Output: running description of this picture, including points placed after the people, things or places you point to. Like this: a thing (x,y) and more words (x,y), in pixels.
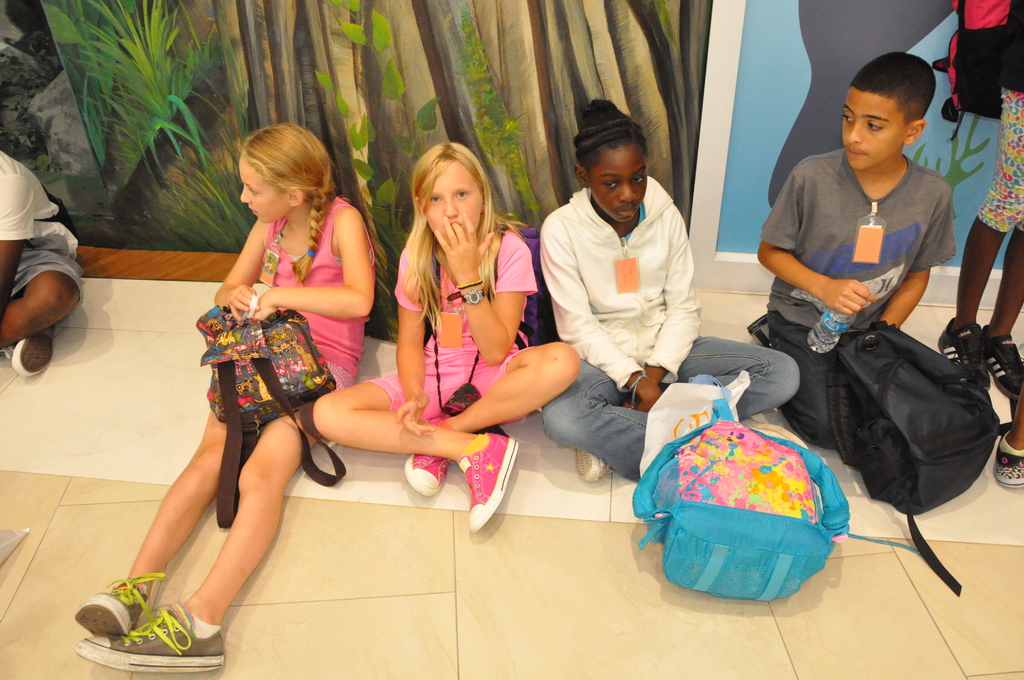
In this picture we can see five kids (425,264) are sitting, a person (1018,163) is standing on the right side (1023,89), a person (824,242) on the right side (887,236) is holding a bottle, we can also see three bags (218,339) in the front (754,445), in the background (346,191) there is a wall sticker (426,58).
